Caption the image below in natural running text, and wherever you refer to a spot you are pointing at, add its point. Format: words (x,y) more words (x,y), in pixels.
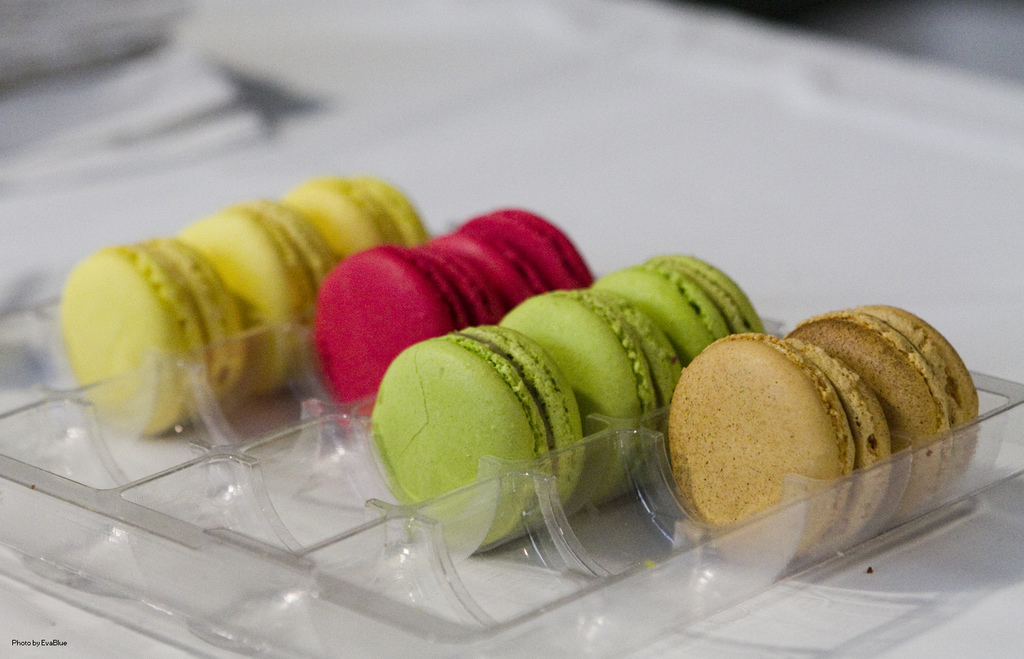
In the picture there are few cookies (326,325) kept in a tray (308,533), they are of different colors and the background of the cookies (446,450) is blur.
